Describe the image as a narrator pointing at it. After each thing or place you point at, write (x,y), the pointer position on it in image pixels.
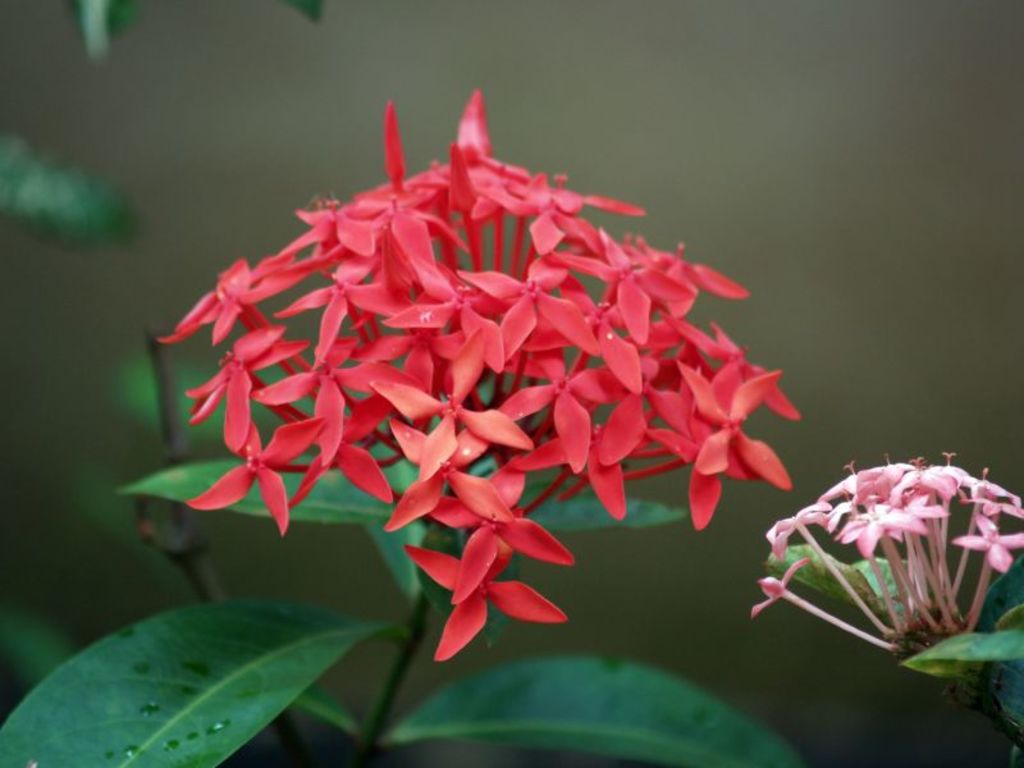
In this image we can see two different colors of flowers (607,497) which are in pink and red and in the background of the image (458,531) we can see some leaves (513,667).
